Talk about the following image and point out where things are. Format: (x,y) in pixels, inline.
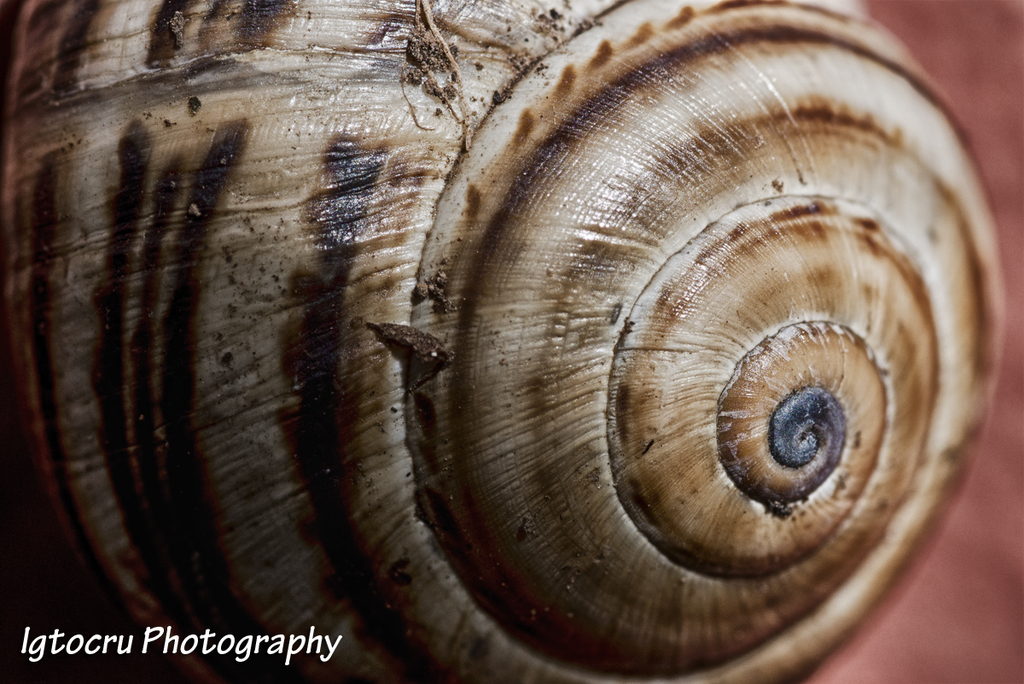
In the foreground of this picture (647,152) we can see a seashell (349,617). We can see the colored background (980,514). In the bottom left corner (208,652) we can see the watermark (248,650) on the image.
